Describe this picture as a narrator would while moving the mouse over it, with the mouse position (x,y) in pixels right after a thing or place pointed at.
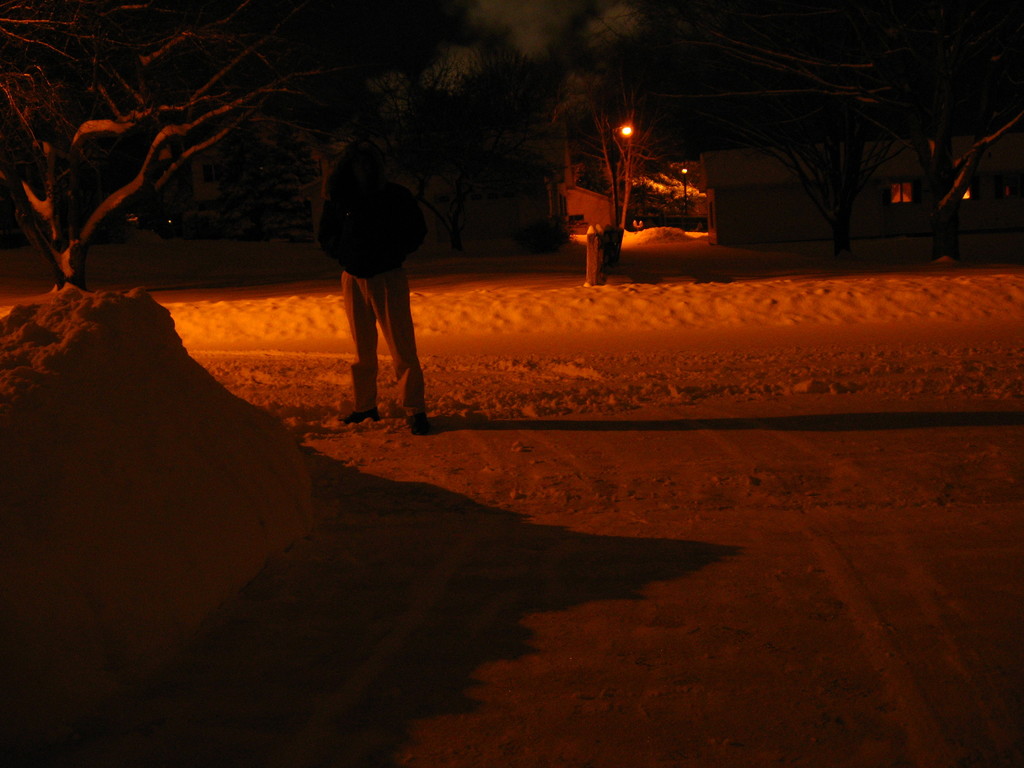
Here we can see a person (387,327) is standing. Background (836,184) there are trees (787,152) and buildings (778,194) with windows (892,196). These are light poles (610,135).
